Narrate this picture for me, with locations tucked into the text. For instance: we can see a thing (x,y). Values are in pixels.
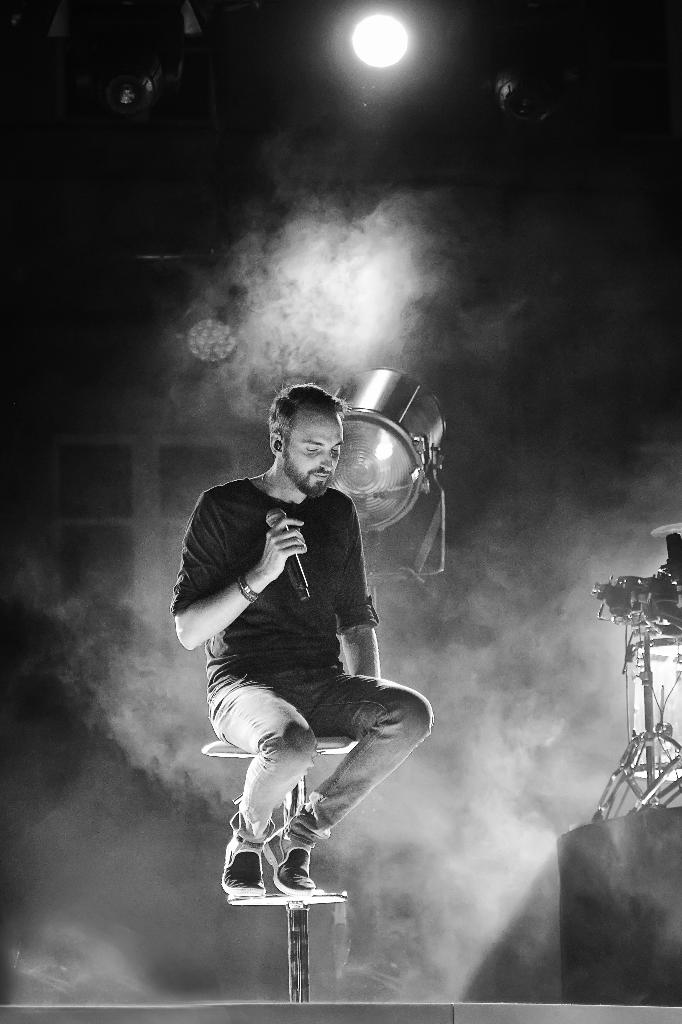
In the center of the picture (282,557) there is a person (287,856) sitting on the stool (306,898), holding a mic (292,565). On the right (642,688) there are drums (627,627). At the top (368,27) there is a light (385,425). In the background (409,466) there are lights (412,474). In this picture there is smoke (446,542).
